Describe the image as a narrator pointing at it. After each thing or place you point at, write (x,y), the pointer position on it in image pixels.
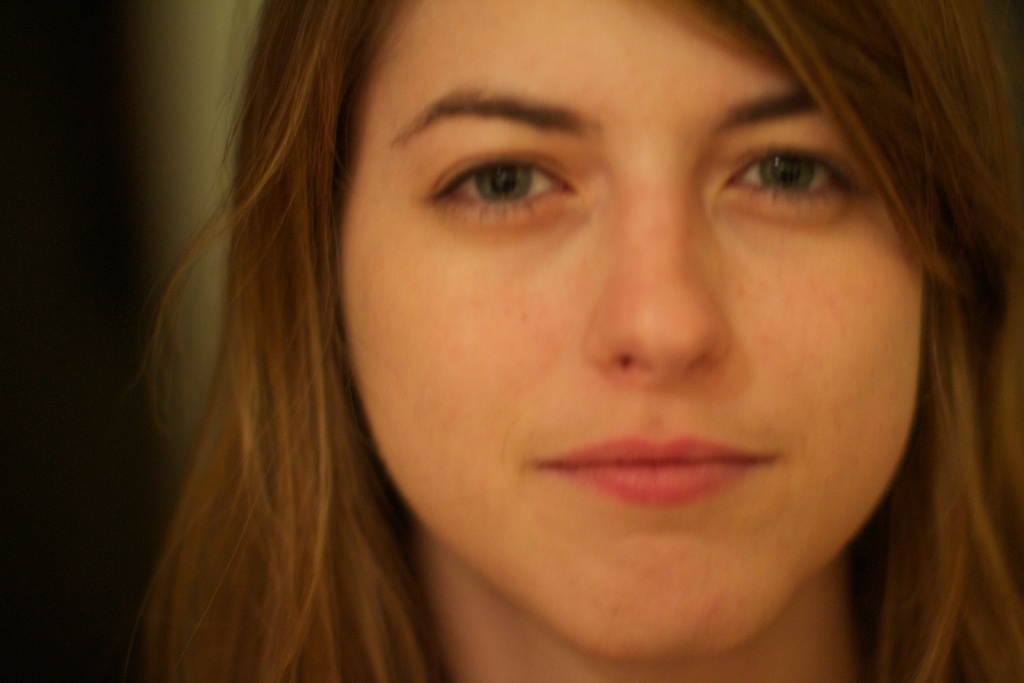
In the center of the image (538,296) we can see women (485,583).
